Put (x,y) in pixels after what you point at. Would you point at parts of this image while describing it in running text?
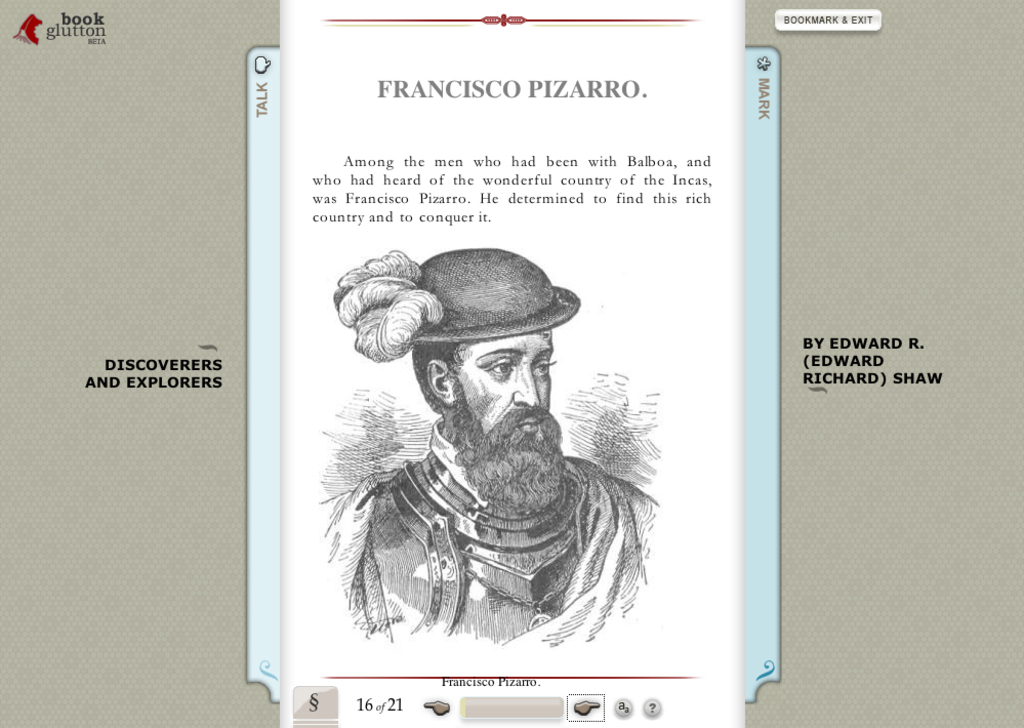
This is a screen (527,642). On this screen (665,438) we can see a paper (378,439) with picture (618,548) of a person (553,620) and text (335,185) written on it.
